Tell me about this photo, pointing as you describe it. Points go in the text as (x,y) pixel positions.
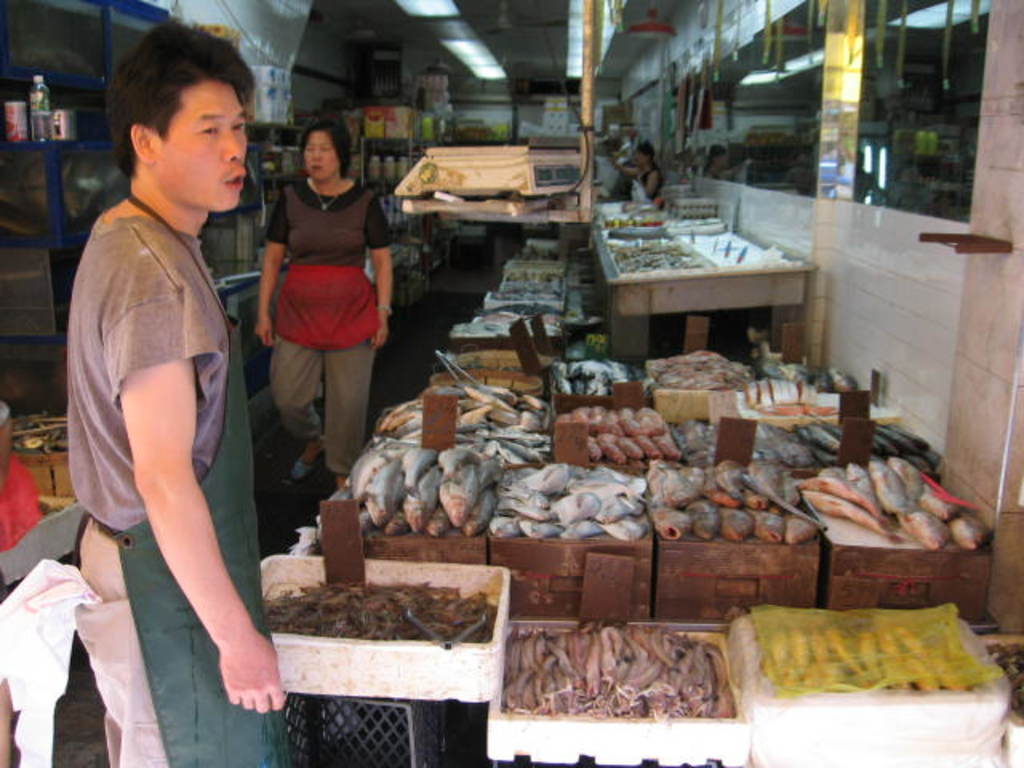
In this image I can see two people (382,234) are standing and wearing different color dresses (214,436). I can see few fish (593,439). They are on wooden boxes (743,555), white objects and tables (495,331).
